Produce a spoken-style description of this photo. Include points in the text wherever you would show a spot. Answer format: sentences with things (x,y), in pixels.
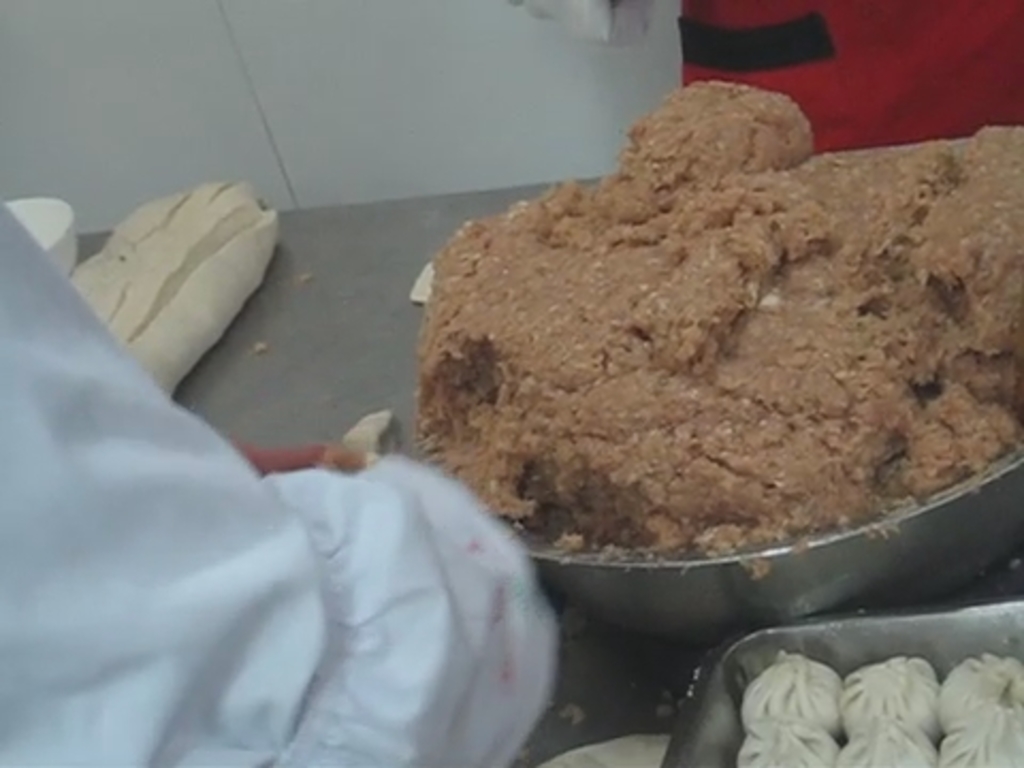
In this image, we can see food items (653,444) and there are containers (720,704) on the table (272,313). In the background (451,183), we can see people (183,687) and there is a wall (311,126).
